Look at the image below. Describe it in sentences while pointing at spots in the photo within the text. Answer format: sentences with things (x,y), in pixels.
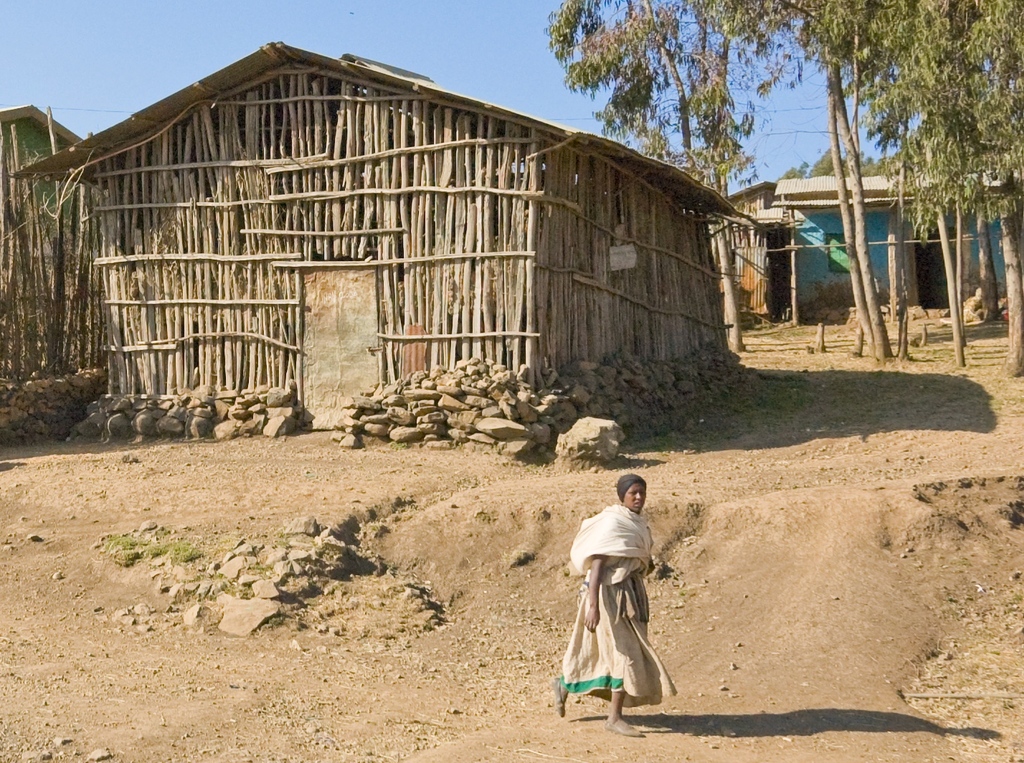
In the image there is a hut (255,260) and behind the hut (695,180) there are few trees (689,157) and behind the trees (1008,166) there is a house (776,310), there is a woman (634,500) walking on the soil surface (677,681) in front of the hut (401,353).
